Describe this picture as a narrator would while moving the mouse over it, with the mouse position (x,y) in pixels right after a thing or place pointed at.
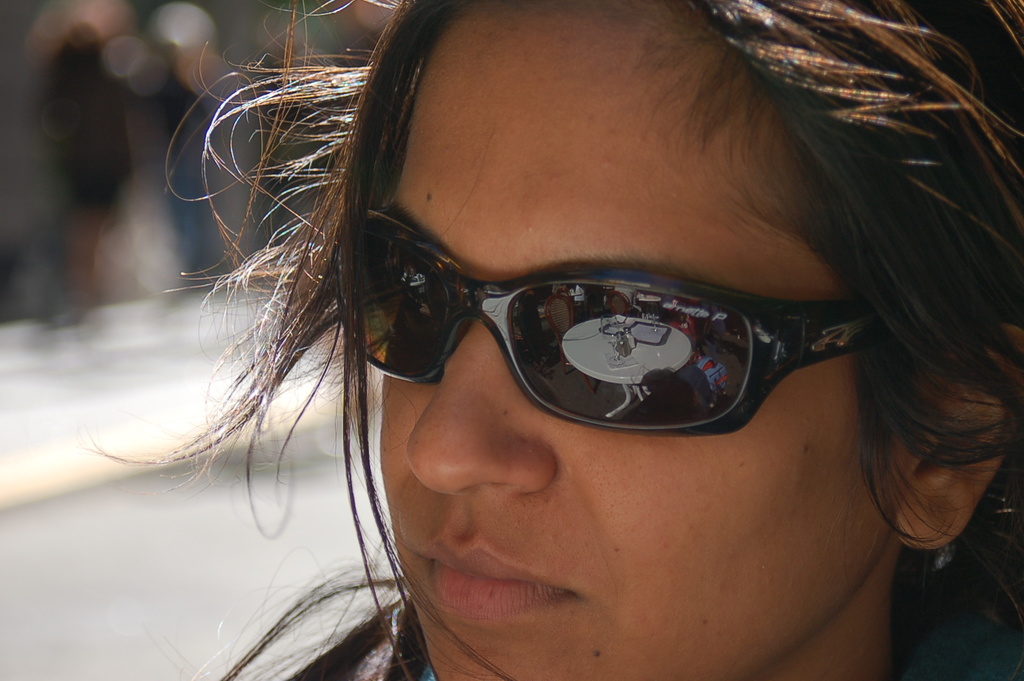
In this image I can see the person (404,474) wearing the goggles (450,289). In the goggles (432,285) I can see the white color table (581,354) and some objects (628,350) in it. And I can see the blurred background (161,516).
